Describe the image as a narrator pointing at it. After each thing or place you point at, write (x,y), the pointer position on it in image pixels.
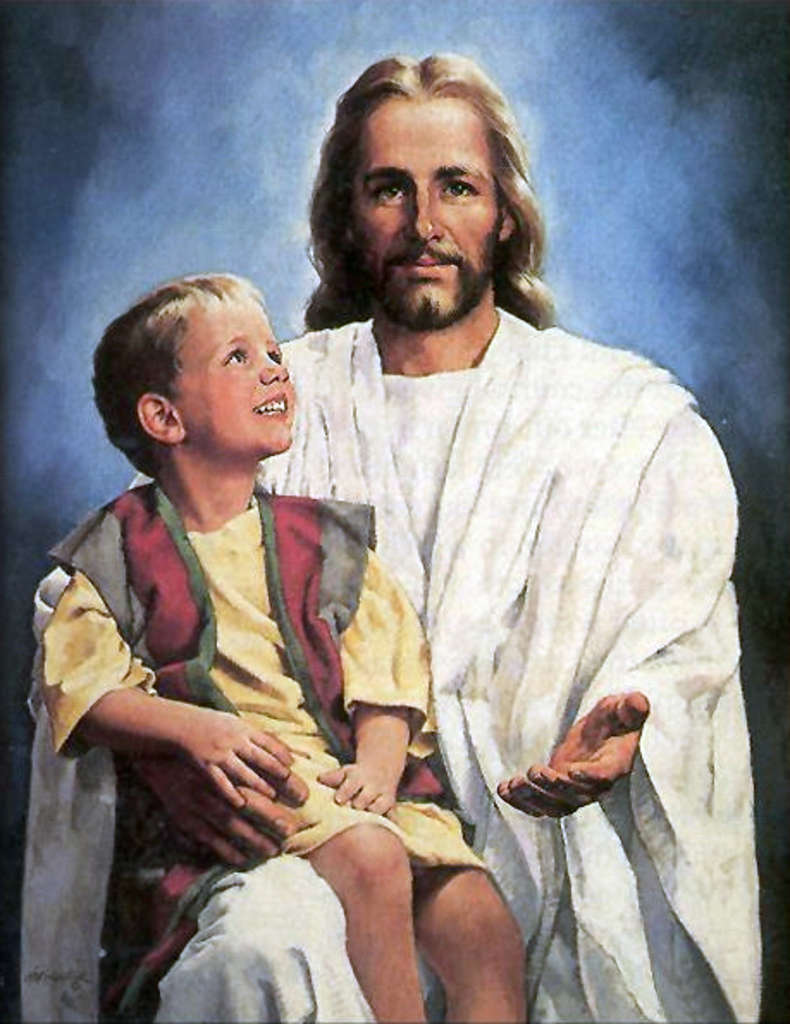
In the image in the center (373,403) we can see one person (495,667) sitting and holding one kid (364,632). And they were smiling, which we can see on their faces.
